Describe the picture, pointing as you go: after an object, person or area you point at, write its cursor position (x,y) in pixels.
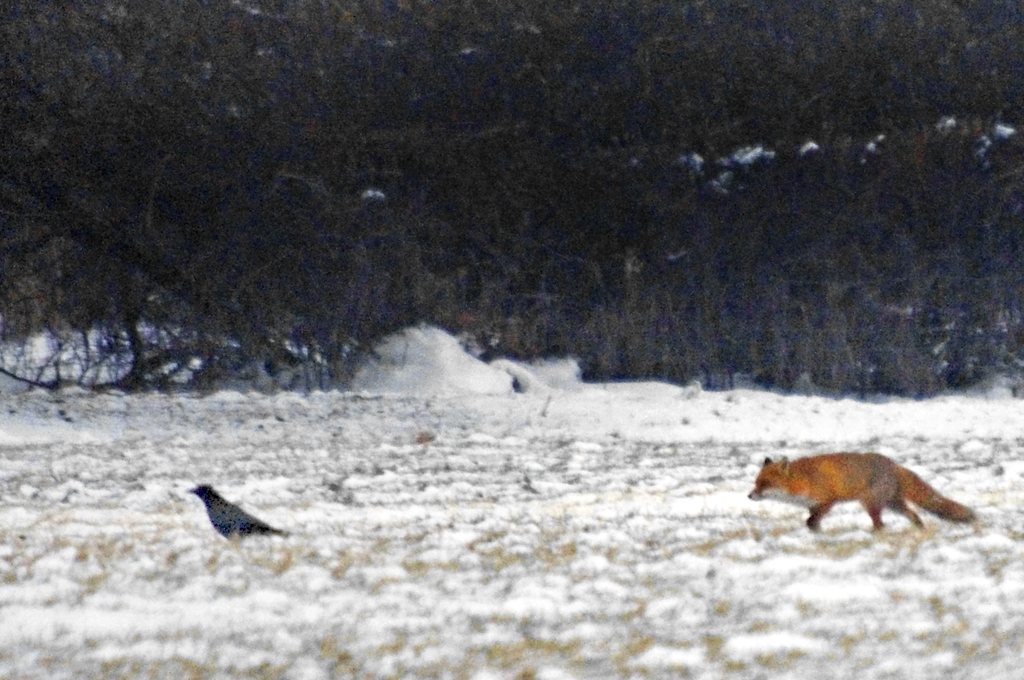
In this image we can see an animal (811,493) and a bird (248,526) on ground (395,611). There is snow (466,470) on the ground (492,567). In the background (470,182) there are trees (407,153).
